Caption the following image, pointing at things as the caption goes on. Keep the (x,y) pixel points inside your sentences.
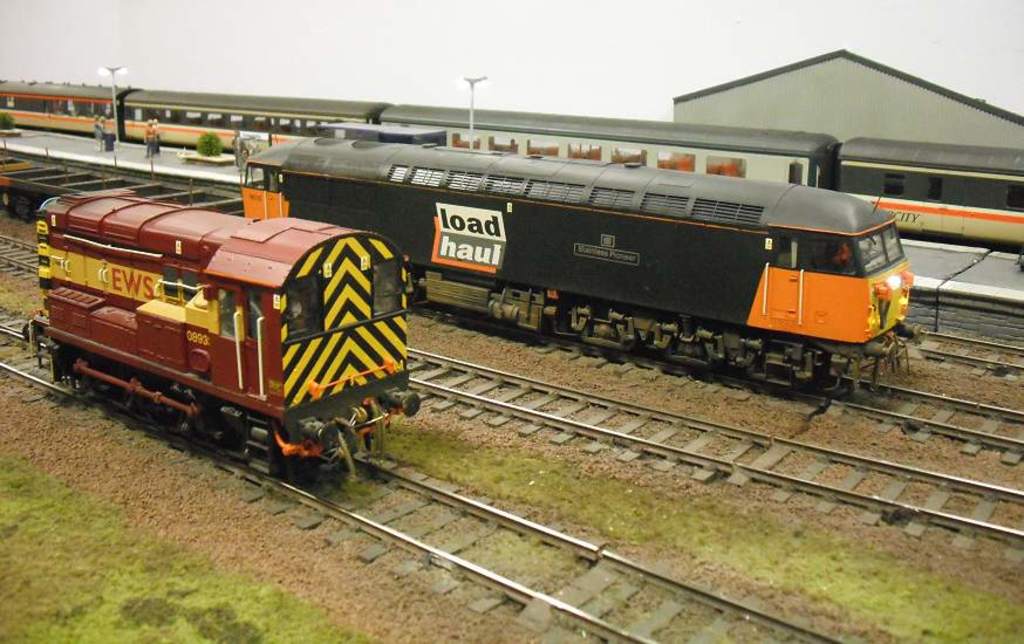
In this image I can see trains (507,301) on a track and a group of people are standing on the platform (167,170). In the background (470,67) I can see poles (474,79), shed (847,107) and the sky (634,105). This image is taken may be during a day.
